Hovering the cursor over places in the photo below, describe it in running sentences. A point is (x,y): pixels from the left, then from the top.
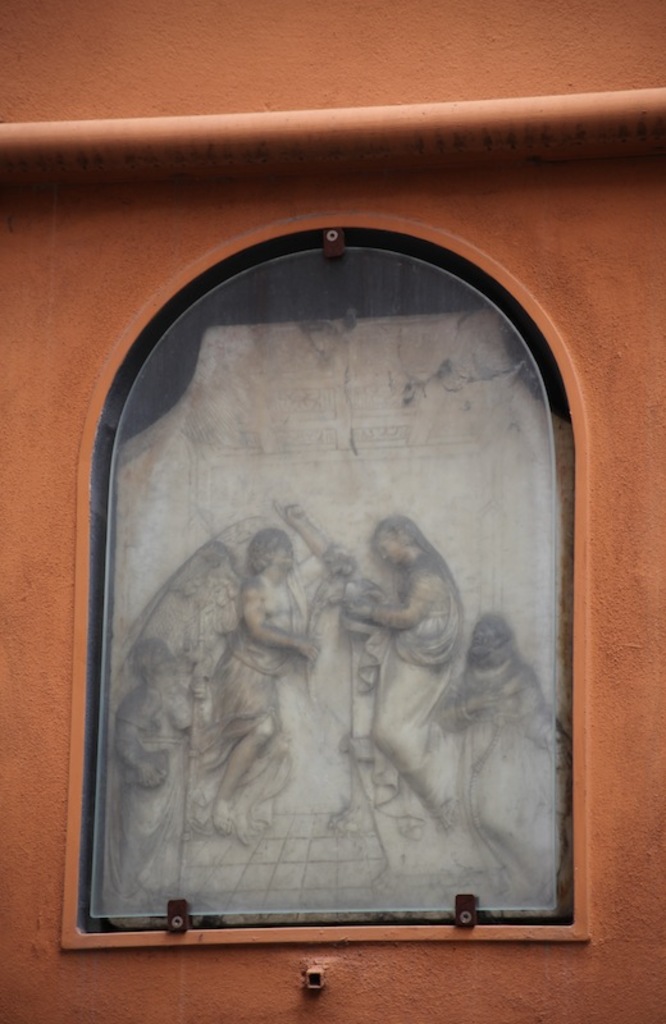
In the image there is a glass (354,687) in the shape of a window (306,562) and behind the glass (261,562) there are some carvings (360,660) of human beings (385,704), around the glass (370,694) there is wall (132,260).
